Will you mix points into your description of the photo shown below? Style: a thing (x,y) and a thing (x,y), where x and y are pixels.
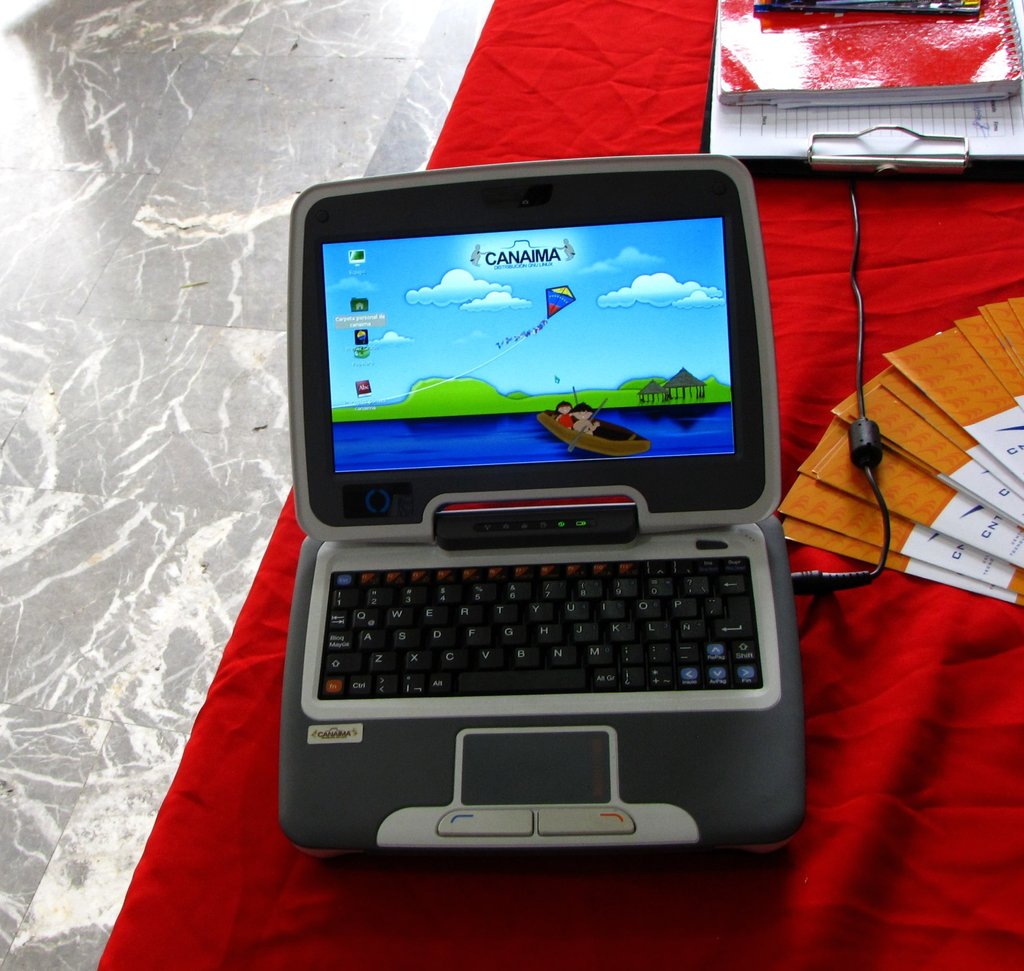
Here we can see a toy laptop (720,262), cards (913,501), book (900,42), and a writing pad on a cloth (864,743). Here we can see floor (23,750).
